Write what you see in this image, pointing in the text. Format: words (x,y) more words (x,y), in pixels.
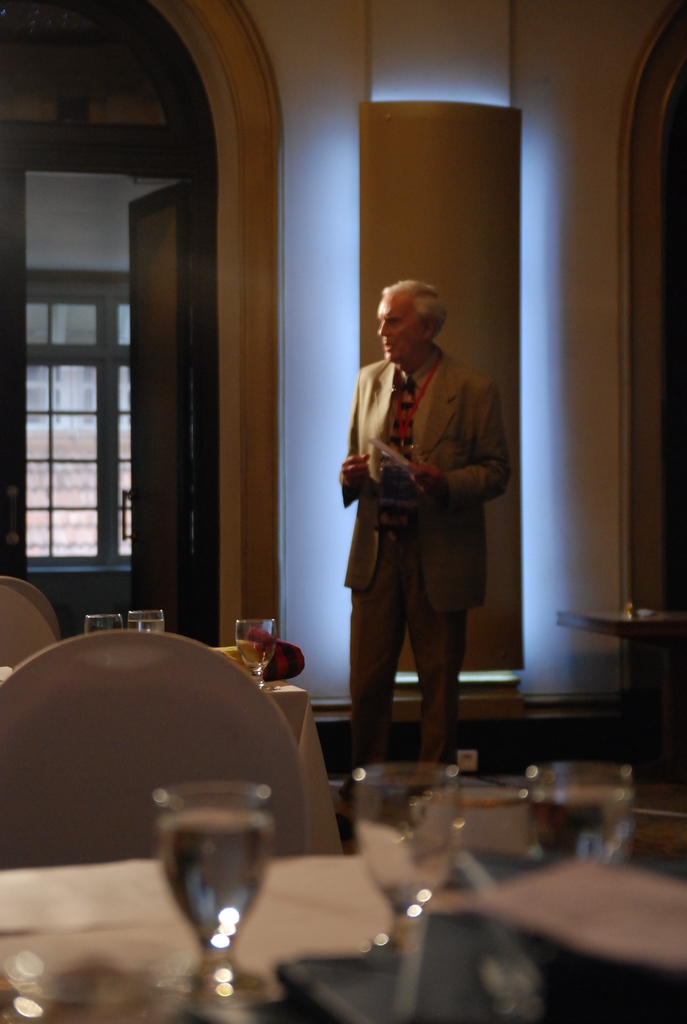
In this picture there is a man (402,360) standing. In front of him there are some tables (112,907) and chairs (152,819). On the table (314,930) there are some glasses (245,877) here. In the background (279,223) there is a door (163,383) and a wall (304,305) here.
